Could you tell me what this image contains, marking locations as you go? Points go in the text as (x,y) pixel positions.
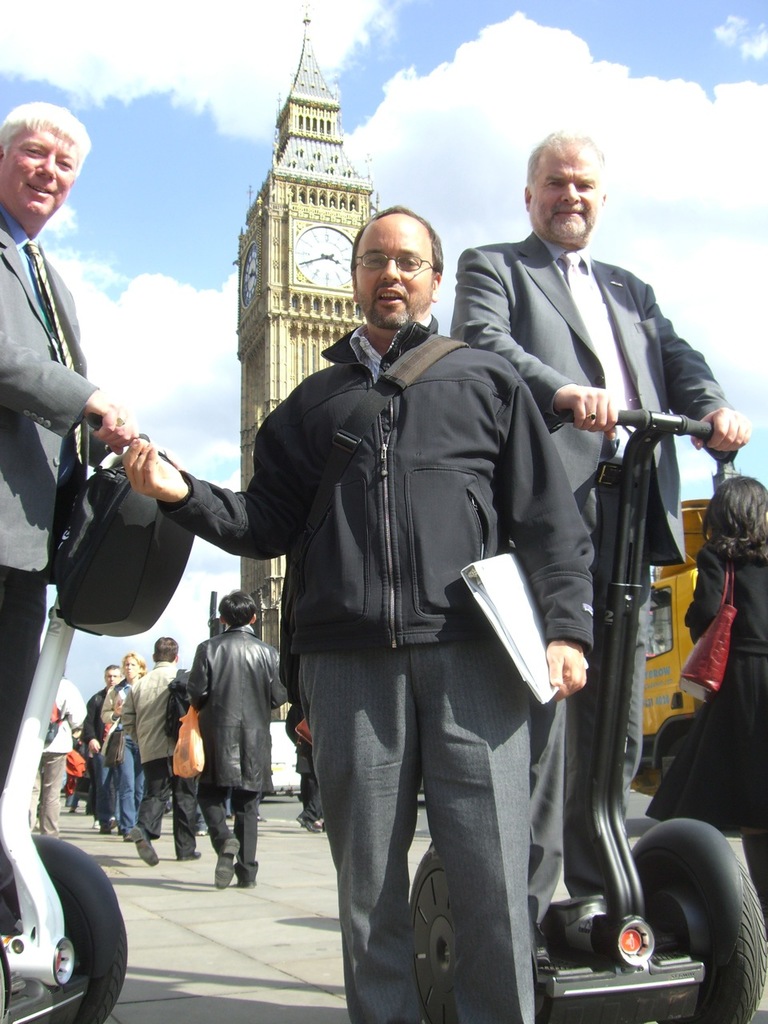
This is an outside view. Here I can see two men (31,526) are standing on the vehicles (631,964). One person (325,764) is standing on the ground (262,977). These three men (21,372) are smiling and giving pose for the picture. The man (396,536) who is standing on the ground (202,981) is holding a book (525,613) in the hand (560,671). In the background (291,260) there is a clock tower (269,328) and I can see some more people (187,787) walking on the ground (215,989). At the top of the image (186,238) I can see the sky (174,190) and clouds (145,71).
